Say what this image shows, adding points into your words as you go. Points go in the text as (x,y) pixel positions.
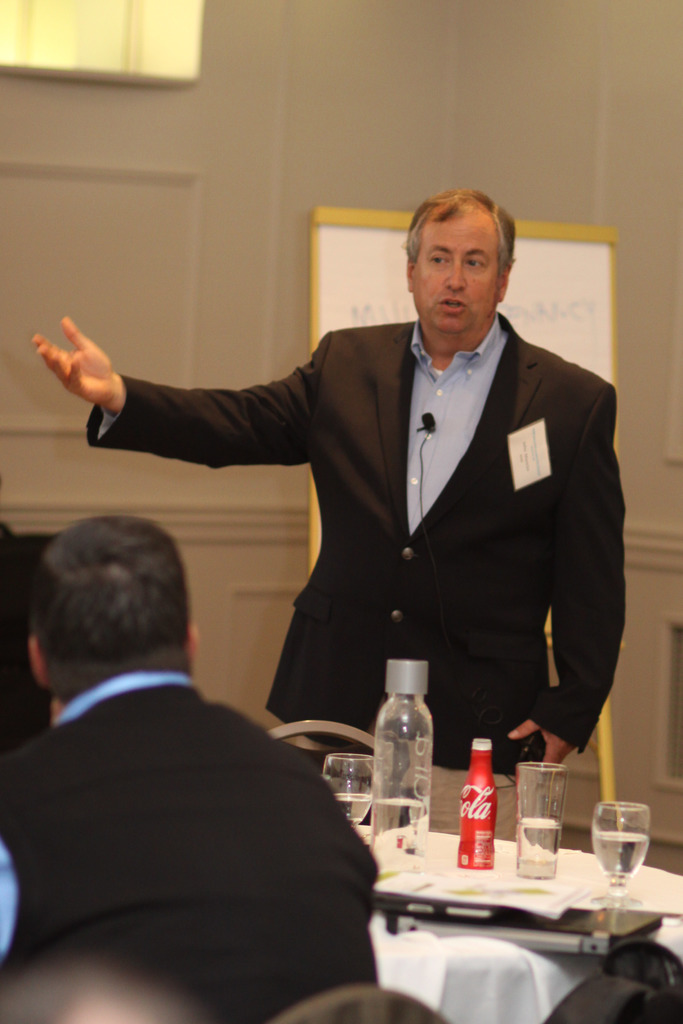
In the center of the image (451,496) we can see a man (457,523) standing and there are people (145,903) sitting. There is a table (547,979) and we can see bottles (496,819), glasses (524,805), laptop (630,934) and some papers (517,888) placed on the table (471,950). In the background (267,340) there is a wall (223,240) and we can see boards (326,225) placed on the wall (216,124).
